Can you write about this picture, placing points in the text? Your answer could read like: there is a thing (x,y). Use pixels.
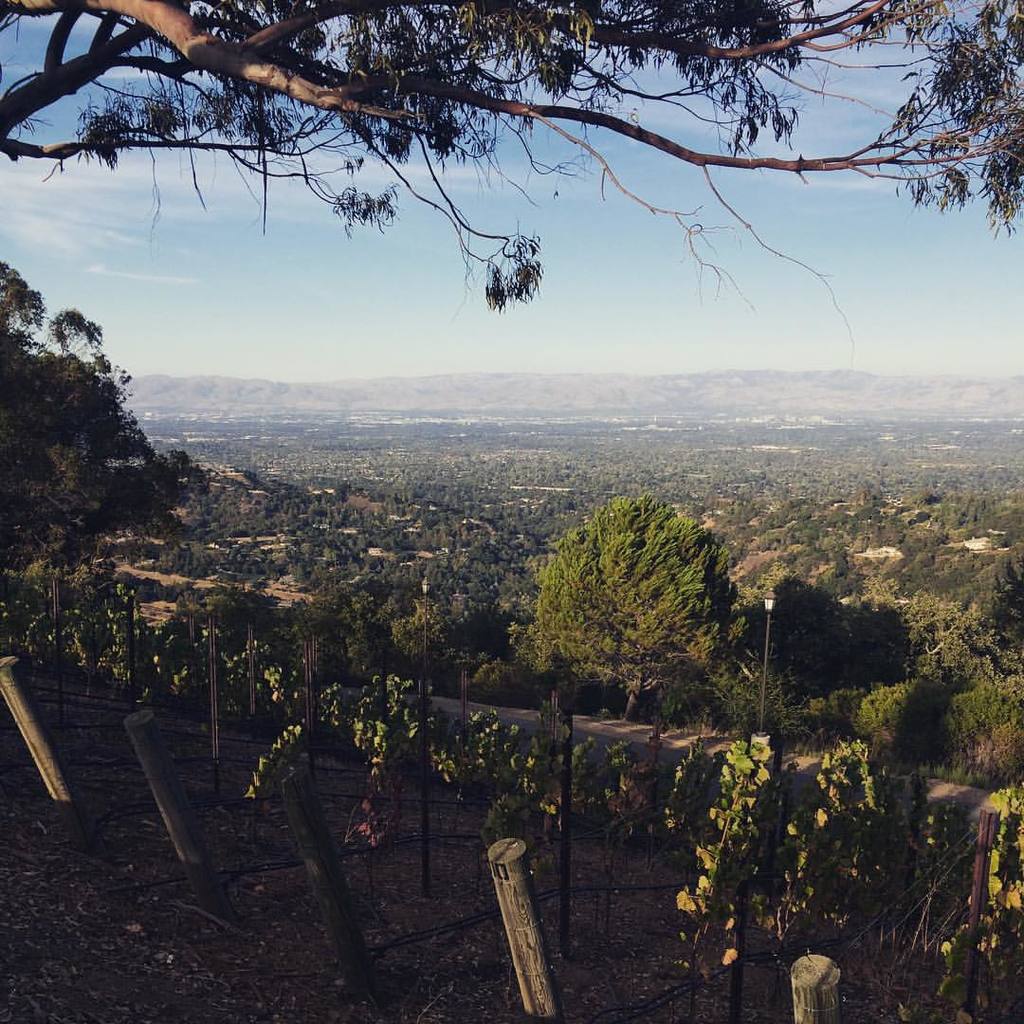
In this picture we can see few plants (455,774), poles (425,777), trees (555,536) and lights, in the background (734,398) we can see hills (192,398) and clouds (314,244).
